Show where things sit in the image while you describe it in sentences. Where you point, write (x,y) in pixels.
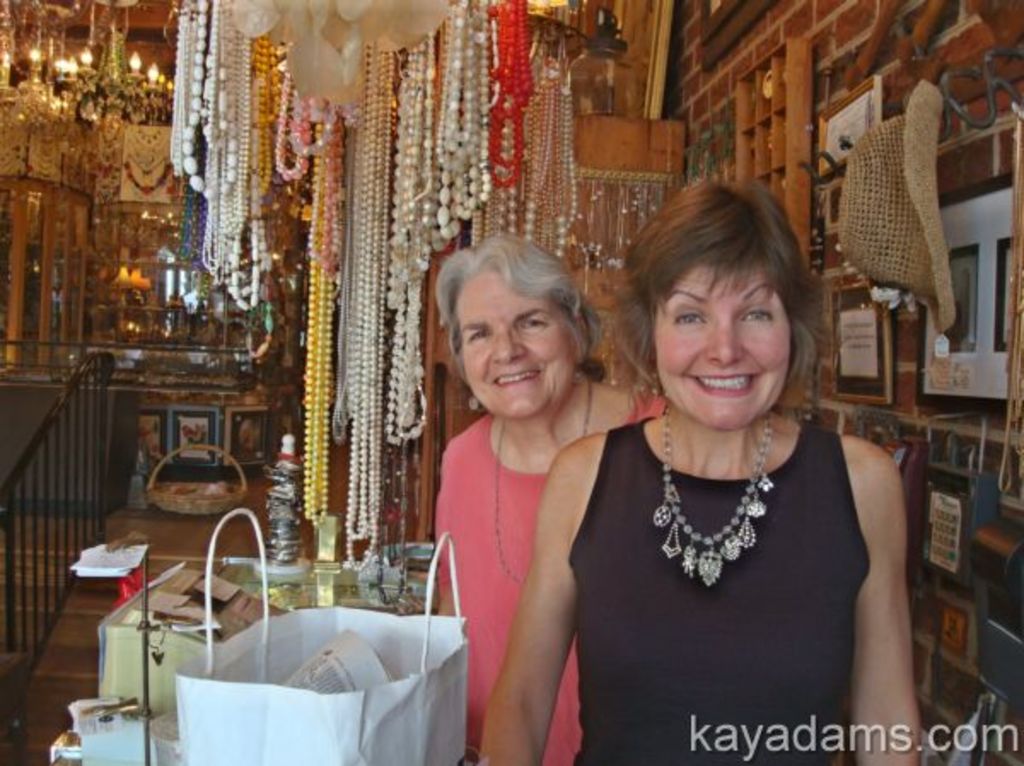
In this image we can see two persons (577,483), there are necklaces (421,235), some of them are on the wall (610,206), there are lights (39,52), chandeliers (39,52), there is a railing (80,394), there are some other objects (107,316) on the racks (169,346), there are some object (333,684) in the bags (243,648), there are boxes (190,615), there are photo frames (890,349) on the wall (917,324), also we can see posters (929,543), and text (852,728) on the image.
